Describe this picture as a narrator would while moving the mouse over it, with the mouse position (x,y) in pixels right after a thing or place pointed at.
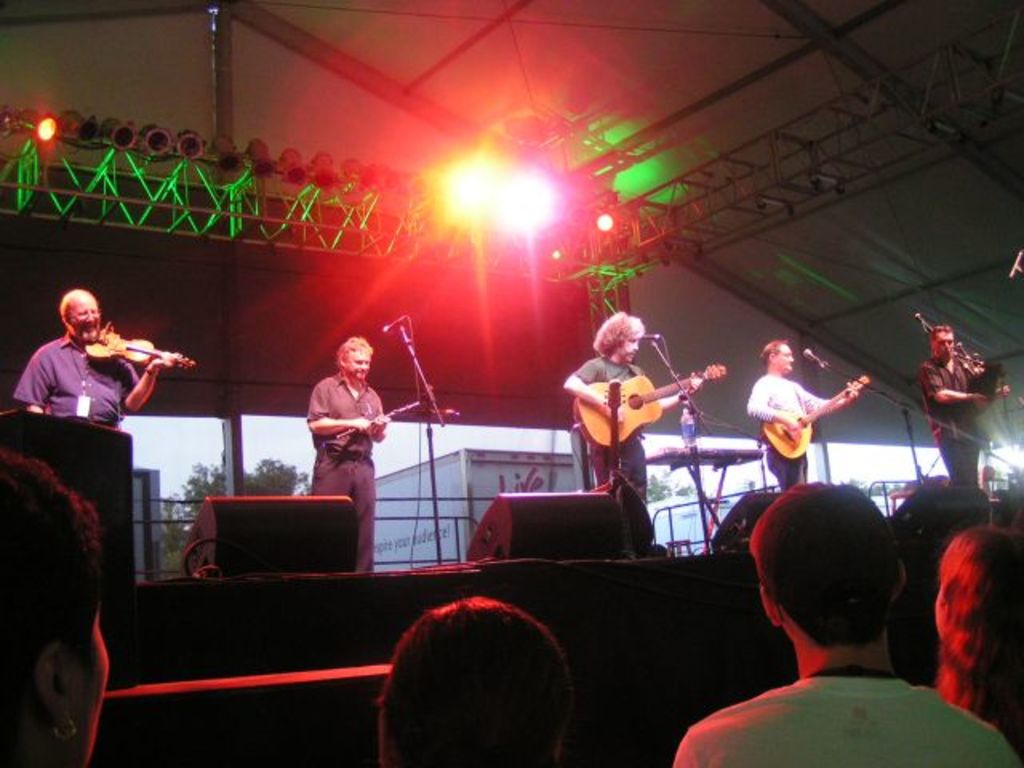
In this picture we can see five persons (784,390) are standing and playing musical instruments (650,386). This is mike (659,339). And there is a light (517,174). On the background (170,433) we can see a tree (259,488) and this is the sky (175,420). And this is the roof (911,229).
